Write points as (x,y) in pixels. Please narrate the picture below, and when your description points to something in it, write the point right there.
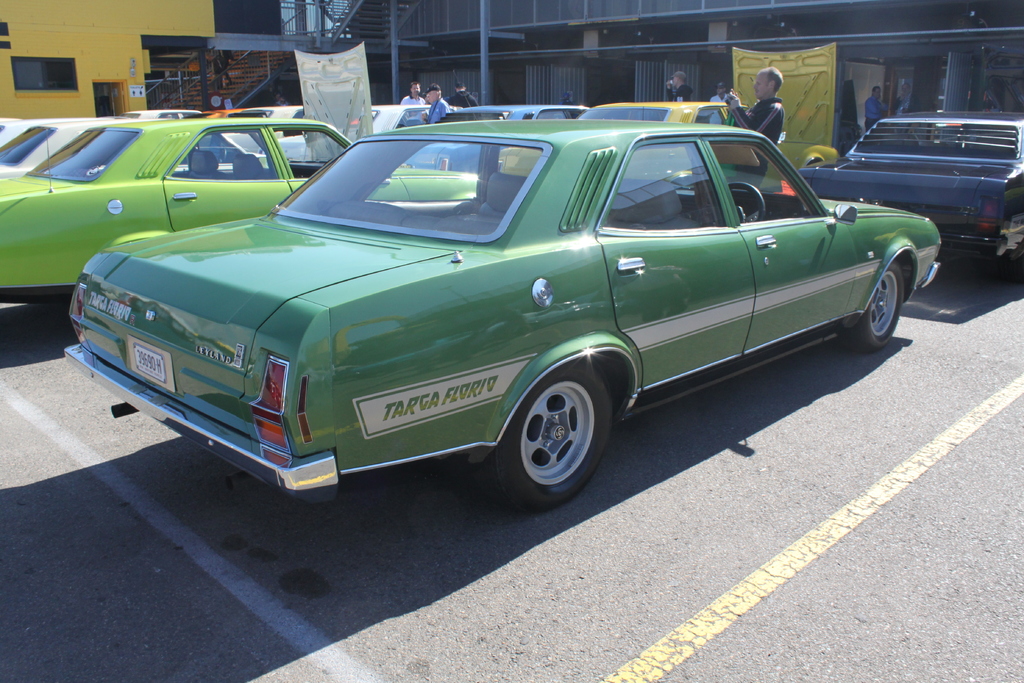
In the image there are many cars (272,245) in the parking area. There are few people (430,103) standing. In the background (159,9) there is a wall (138,58) and also there are steps (189,74) with railings (181,90), poles (487,44) and also there are walls (535,48).
